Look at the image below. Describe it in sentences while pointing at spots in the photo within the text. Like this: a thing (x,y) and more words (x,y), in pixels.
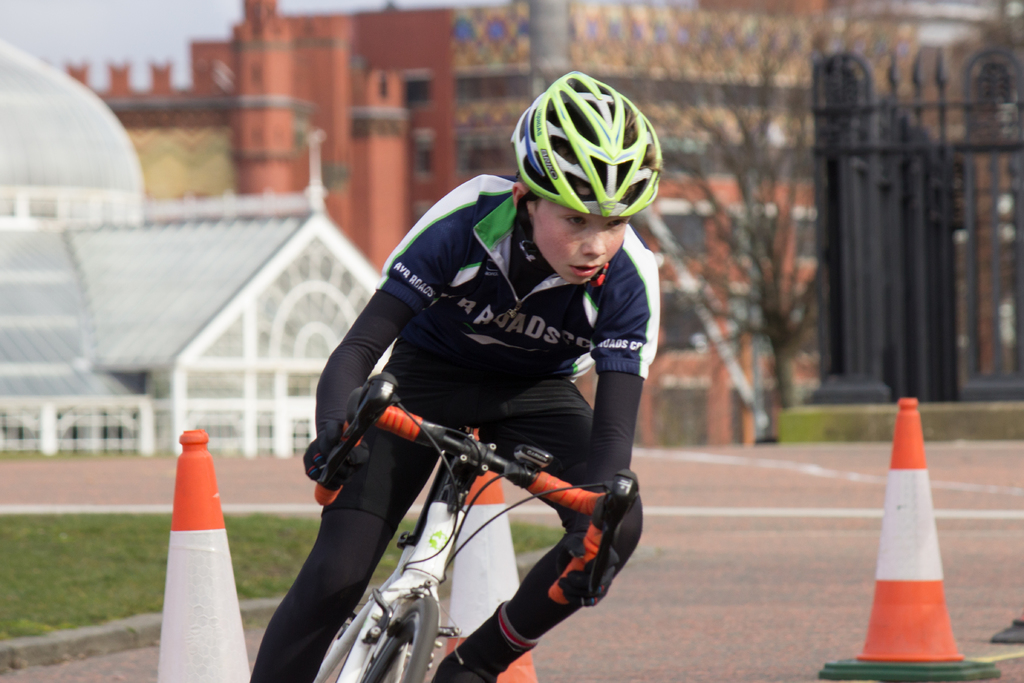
In this image I can see a person (436,365) wearing black and white colored dress (460,303) and green color helmet (620,143) is riding a bicycle (441,528) which is black, orange and white in color. In the background (850,504) I can see few traffic poles (210,680) which are orange and white in color, the road (786,515), some grass (78,560), few buildings (207,220), the black colored railing (921,153), a tree (776,356) and the sky (103,39).
